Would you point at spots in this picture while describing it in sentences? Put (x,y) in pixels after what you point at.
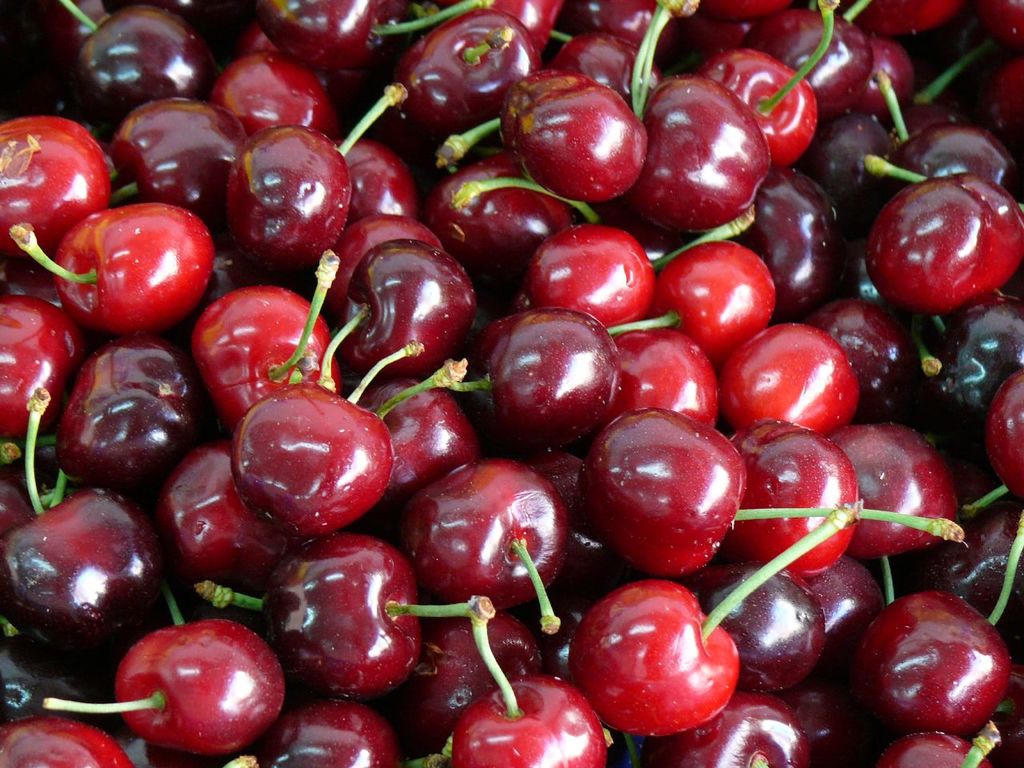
In this image we can see cherries (93,542).
